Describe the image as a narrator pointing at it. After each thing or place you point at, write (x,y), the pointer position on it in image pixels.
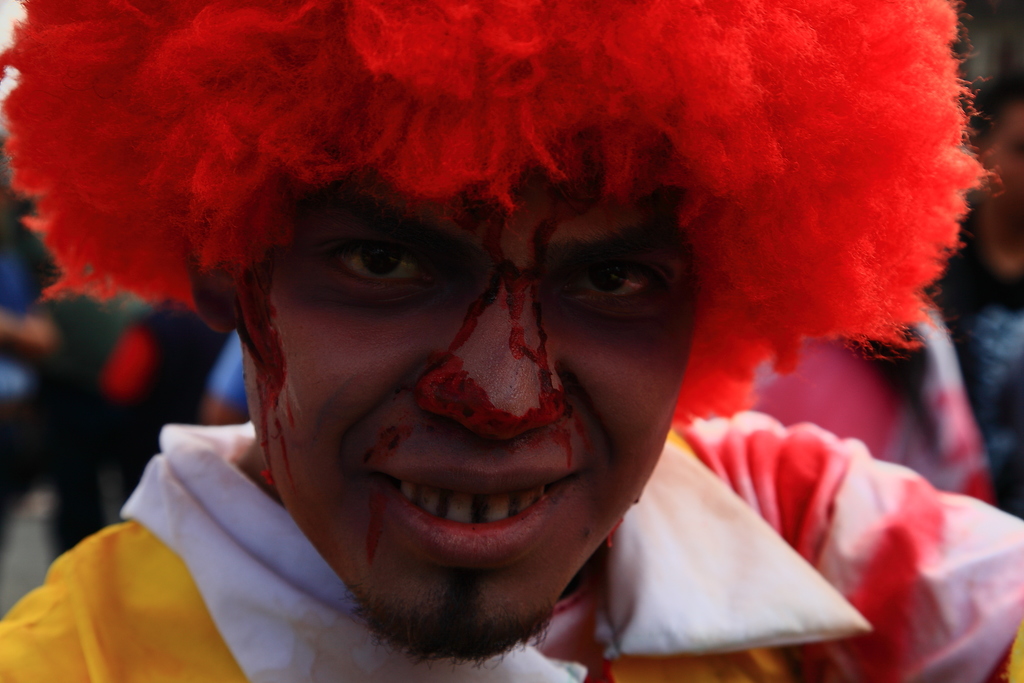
In this image we can see a man (552,487) wearing the costume (275,514). On the backside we can see a group of people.
